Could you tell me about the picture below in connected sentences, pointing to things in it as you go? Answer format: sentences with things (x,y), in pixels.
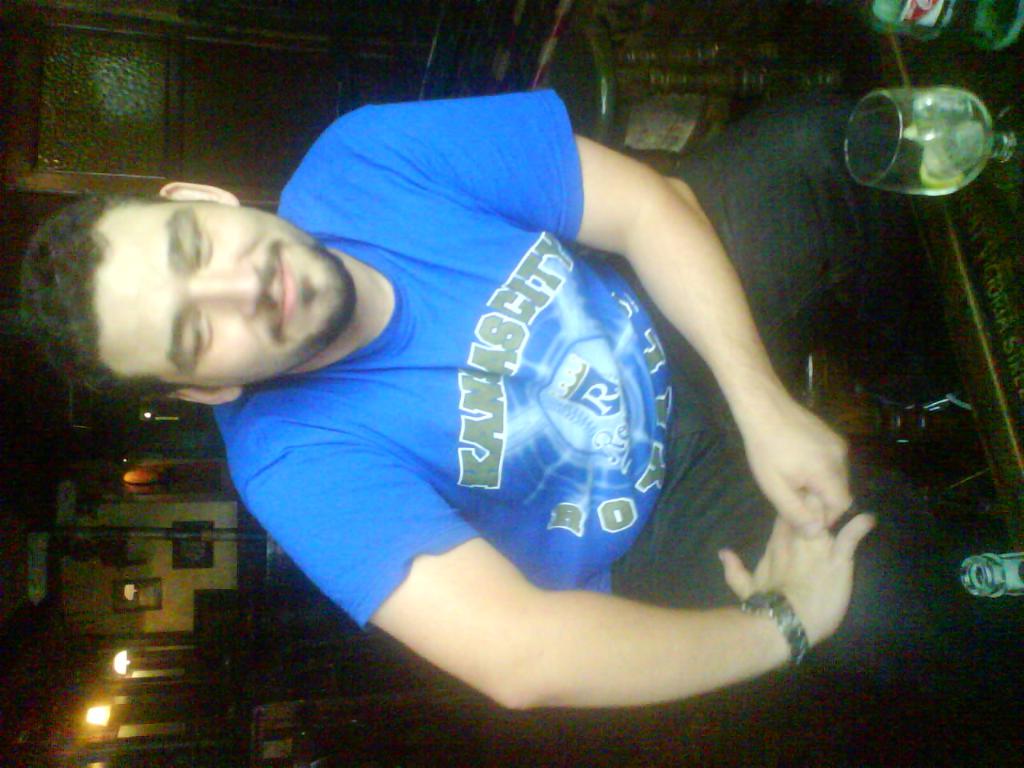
In this picture we can see a man (696,387) sitting in front of a table (976,307), we can see a glass (986,140) and a bottle (965,15) present on the table (930,45), in the background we can see photo frames (199,544) and lights (94,706).
